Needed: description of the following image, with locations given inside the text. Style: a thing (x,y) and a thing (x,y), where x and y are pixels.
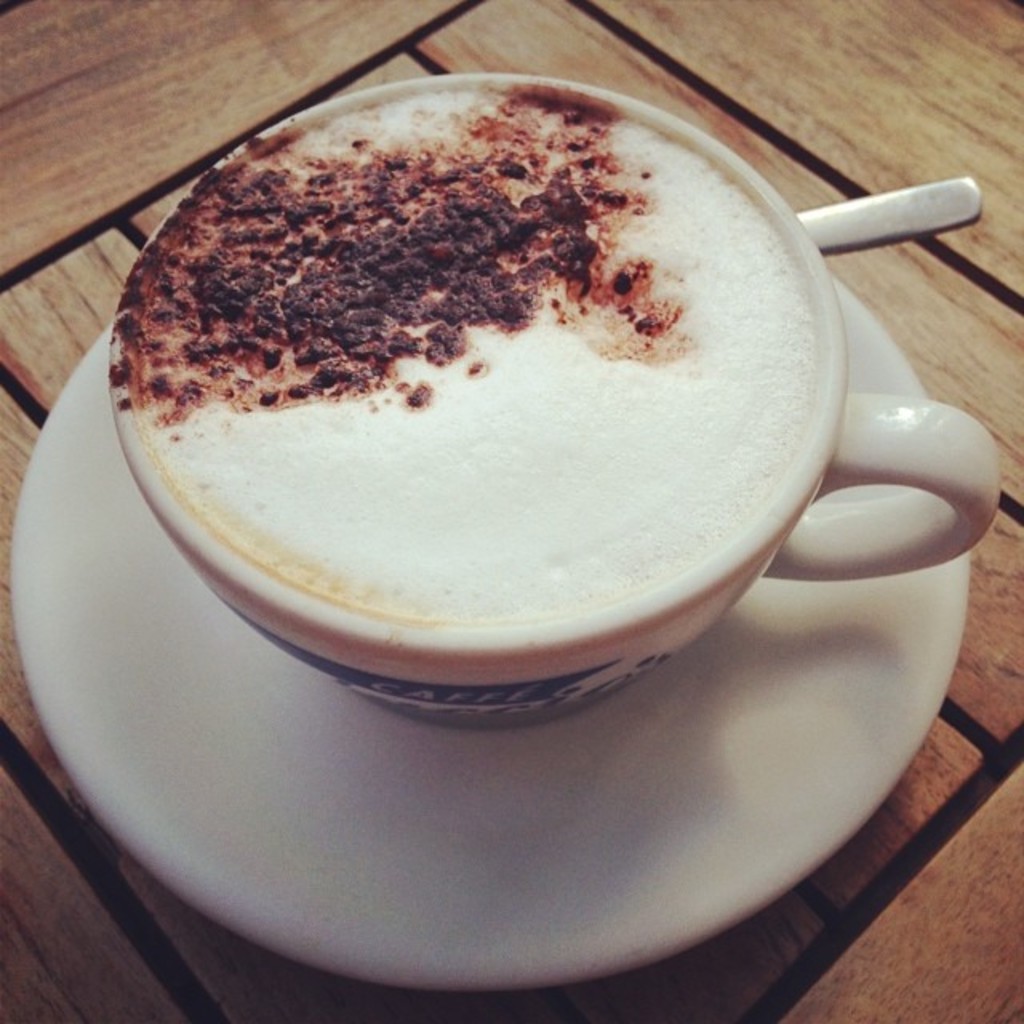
In this picture we can see a cup (659,634) with liquid (556,396), saucer (487,796), and a spoon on a wooden platform (32,353).
